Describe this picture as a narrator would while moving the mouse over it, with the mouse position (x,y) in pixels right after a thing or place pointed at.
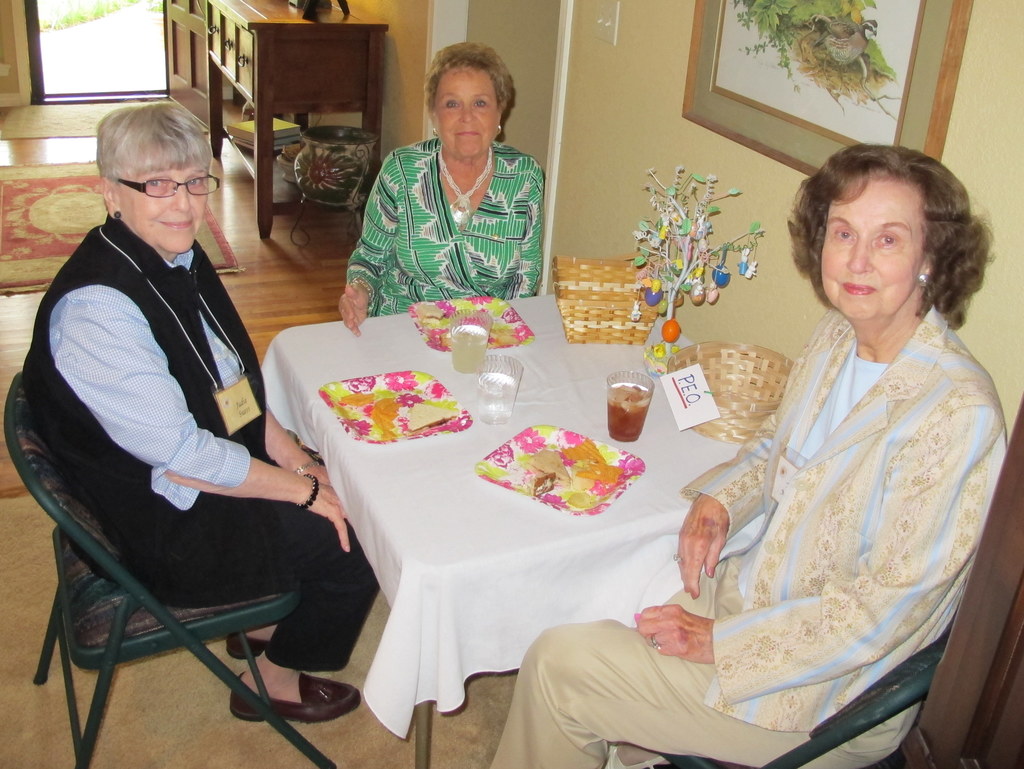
In the center of the image (662,452) there is a table (649,451). There are three ladies (639,685) sitting on a chair (101,630) and smiling. In the background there is a door (192,76). There is a mat (215,239) on the floor (17,145). There is a wall painting (840,2) which is attached to the wall (779,231). There are glasses (481,386), plates (569,438) and a decor (657,360) placed on the table (514,523).
